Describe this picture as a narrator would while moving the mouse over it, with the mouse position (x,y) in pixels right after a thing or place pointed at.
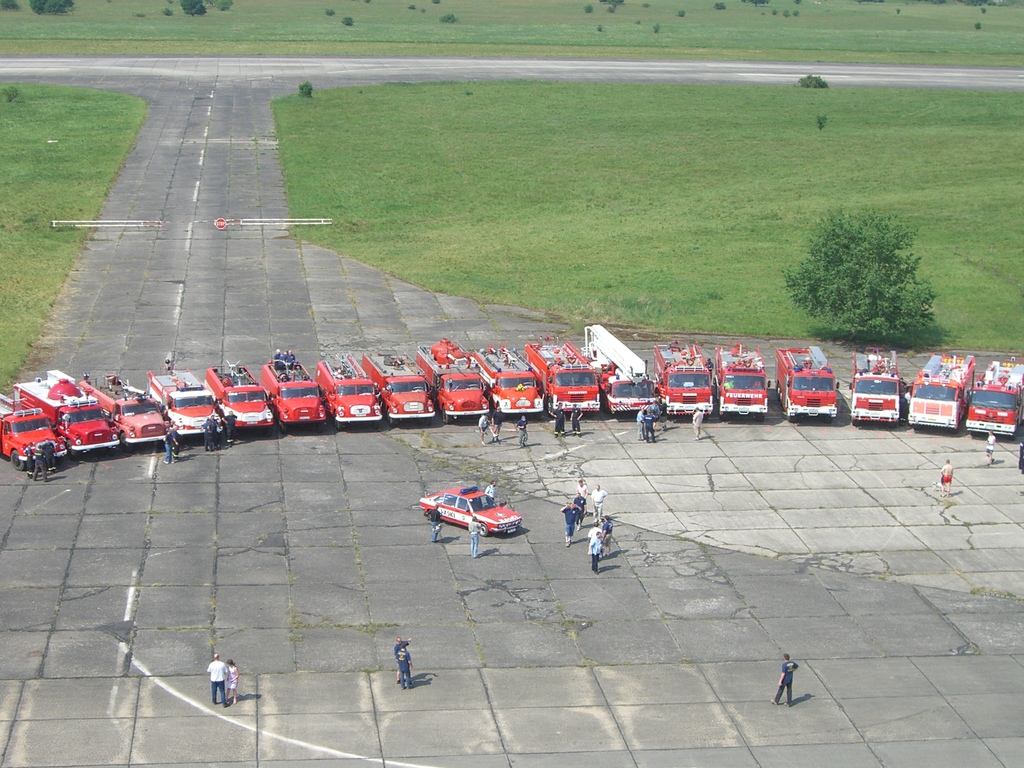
In this image we can see some vehicles (310,407) on the road (519,334), some objects (560,358) in the vehicles (757,357), three men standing in the vehicle (295,402), one red car (442,492) in the middle of the image (444,508), some people (577,525) are standing, some people (166,454) are walking, one red object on the road (226,228), one white object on the ground (722,90) on the left side of the image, some trees (822,264) and grass (469,97) on the ground (33,144).
